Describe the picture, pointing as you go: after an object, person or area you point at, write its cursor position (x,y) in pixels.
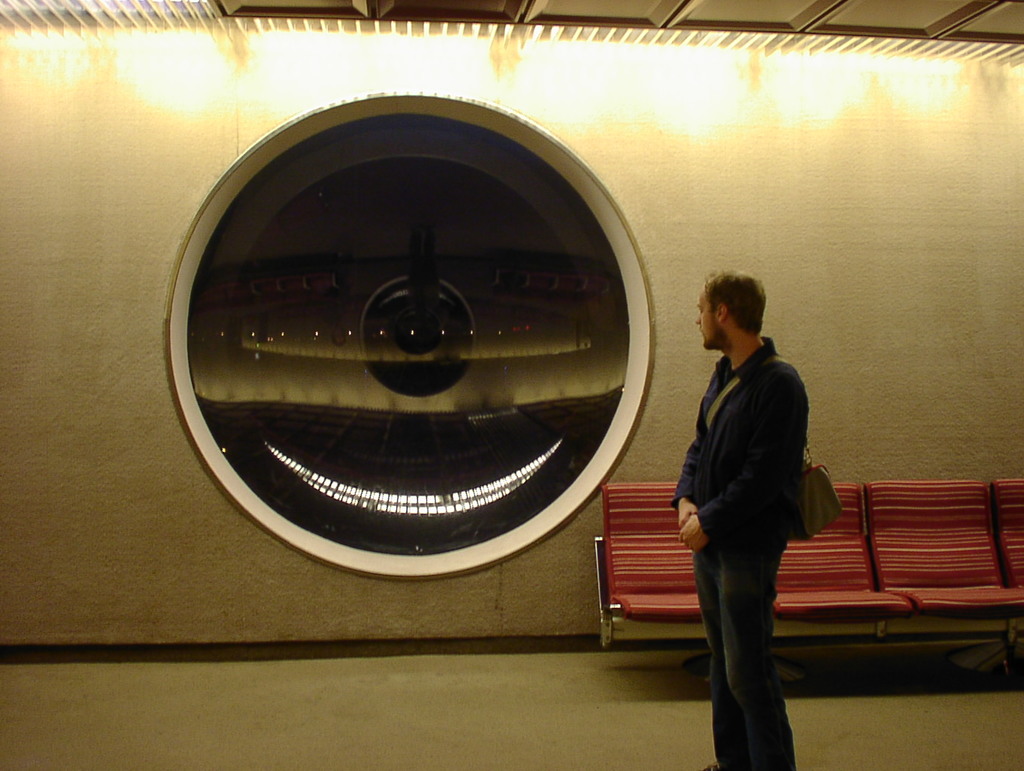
In this image there is a person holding a bag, there are chairs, a glass (362,370) with some reflections (306,404) on the wall (81,40) and the roof (41,26).
